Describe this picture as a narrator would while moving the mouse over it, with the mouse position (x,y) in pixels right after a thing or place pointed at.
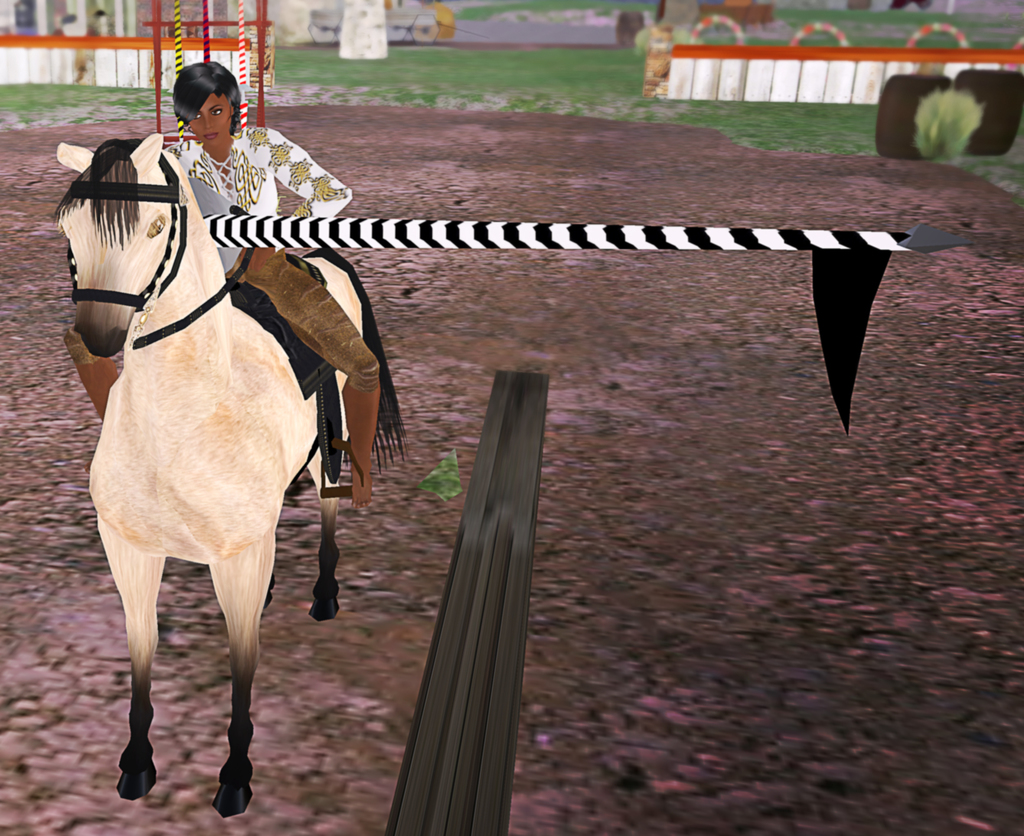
This is an animated image and in this picture we can see a woman (204,142) sitting on a horse (199,335) on the ground (415,254), flag (872,260), fences (790,77), rods (190,23) and some objects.
